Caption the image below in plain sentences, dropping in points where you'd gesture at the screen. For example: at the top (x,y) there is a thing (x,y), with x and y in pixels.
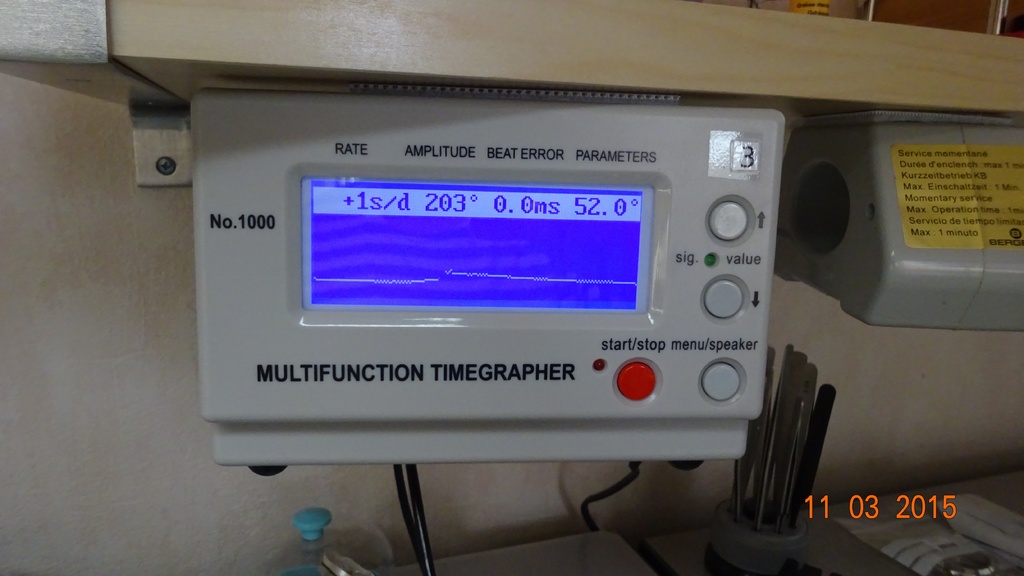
In this image there are electronic devices (449,223) and objects (419,548). On that electronic device (582,195) there is a sticker (904,156). Something is written on the electronic device (894,156) and sticker (921,194). At the bottom right side of the image (873,498) there is a watermark (846,498).
